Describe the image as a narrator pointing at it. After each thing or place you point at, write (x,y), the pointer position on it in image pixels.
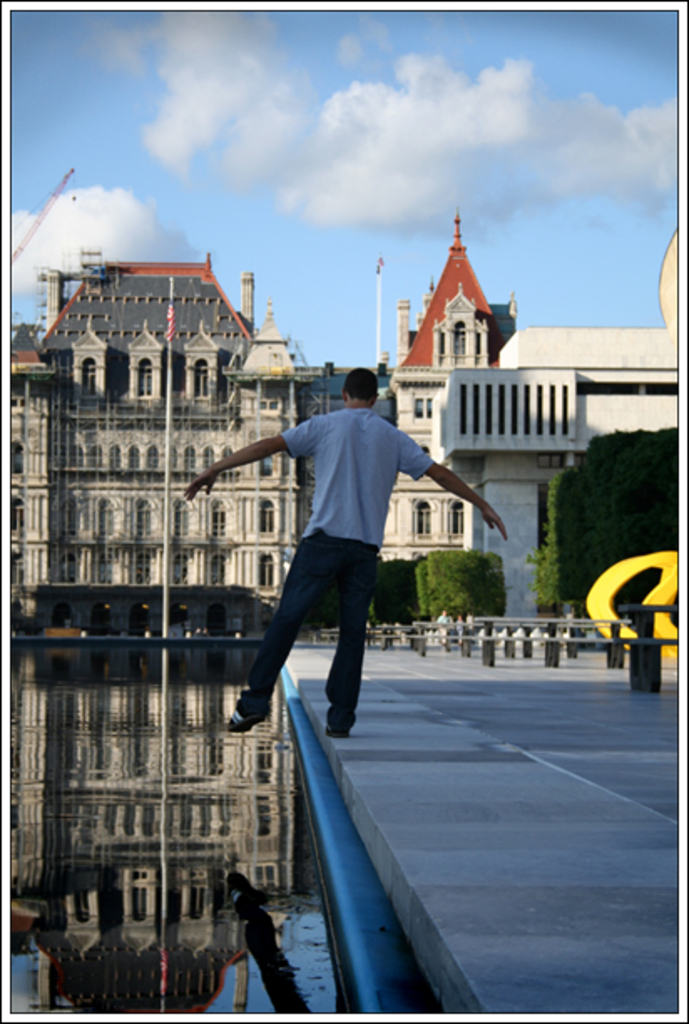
In the foreground of the picture (339,435) we can see a person (341,612) walking. Towards left (143,809) there is a water body (239,648). Towards right (596,705) we can see benches (616,640) and pavement (456,708). In the middle of the picture (395,513) there are buildings (468,409), plants (450,565) and other objects (26,399). At the top (307,110) we can see sky (307,168) and a machine (55,197).
